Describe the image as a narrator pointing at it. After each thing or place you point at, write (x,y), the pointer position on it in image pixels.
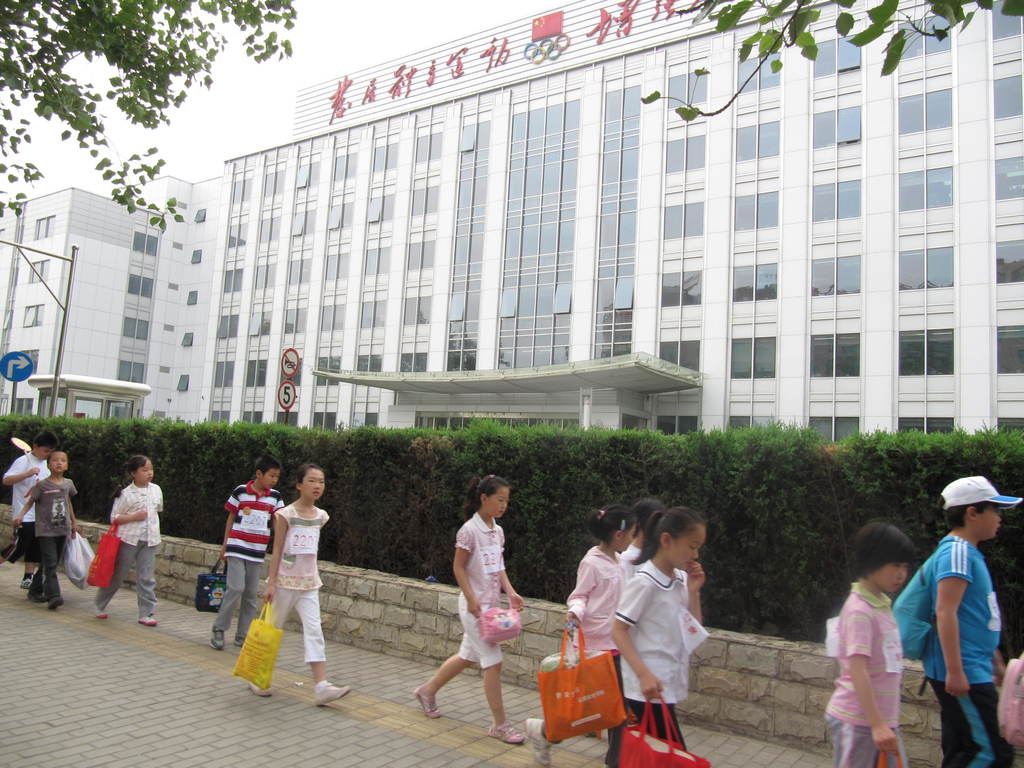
In this image there are persons (140,526) walking and holding objects (554,656) in their hands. In the background (286,281) there are buildings (161,275), poles (55,389), plants (323,460) and there are shelters (116,402), there are leaves (169,52) and the sky (301,64) is cloudy and there is some text (408,76) written on the wall (570,42) of the building (605,43).
